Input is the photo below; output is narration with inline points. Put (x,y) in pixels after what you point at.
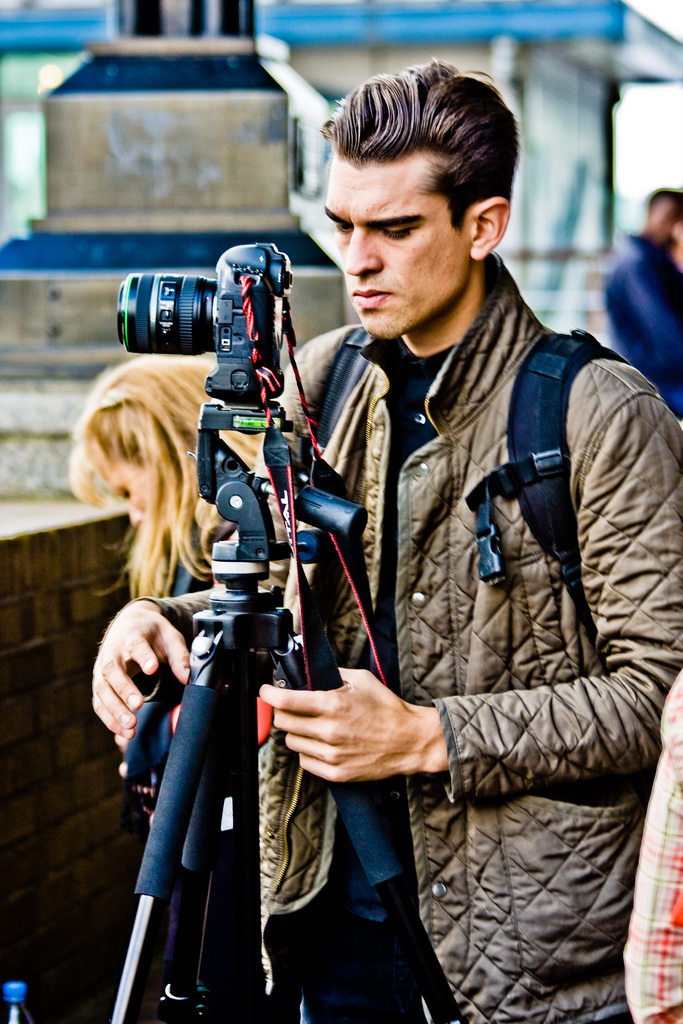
In this picture we can see a man (590,569) is standing and holding a tripod (232,427), we can see a camera (223,367) in front of him, in the background (544,100) there is a house (562,76), we can see two more persons (637,322) in the background (676,314), on the left side (11,750) there is a wall (78,737), this man (352,481) is carrying a backpack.
